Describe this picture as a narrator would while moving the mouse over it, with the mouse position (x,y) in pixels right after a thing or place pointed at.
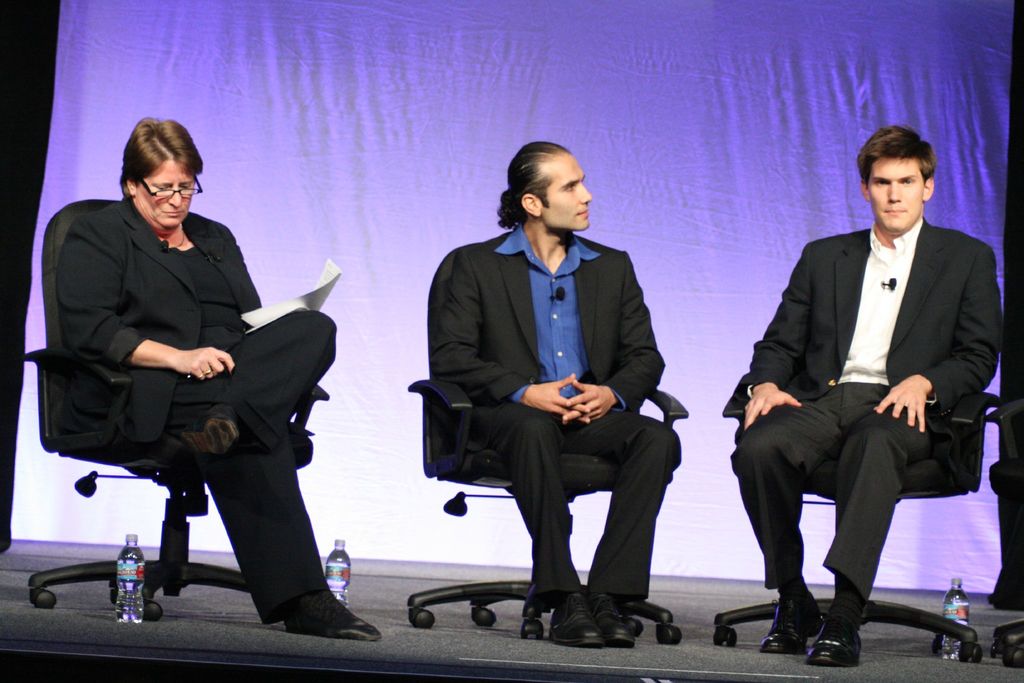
In this picture we can see three people (661,466), they are seated on the chairs (202,573), beside to them we can find few bottles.
